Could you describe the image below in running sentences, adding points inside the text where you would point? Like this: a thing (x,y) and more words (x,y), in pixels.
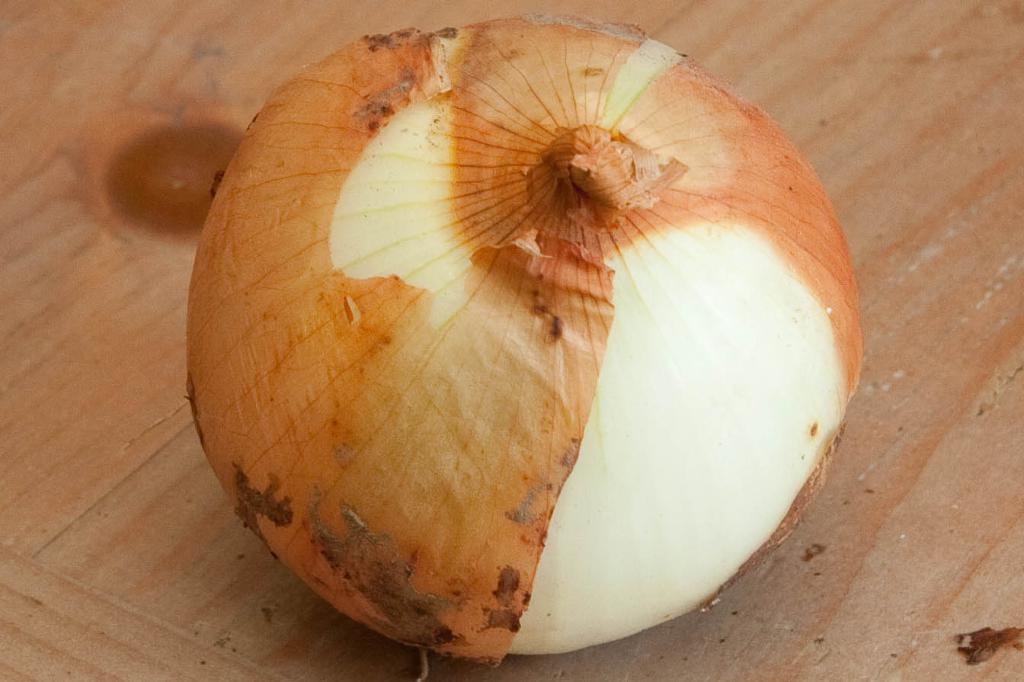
In this image there is a table (988,75), on that table (655,3) there is an onion (597,289).
